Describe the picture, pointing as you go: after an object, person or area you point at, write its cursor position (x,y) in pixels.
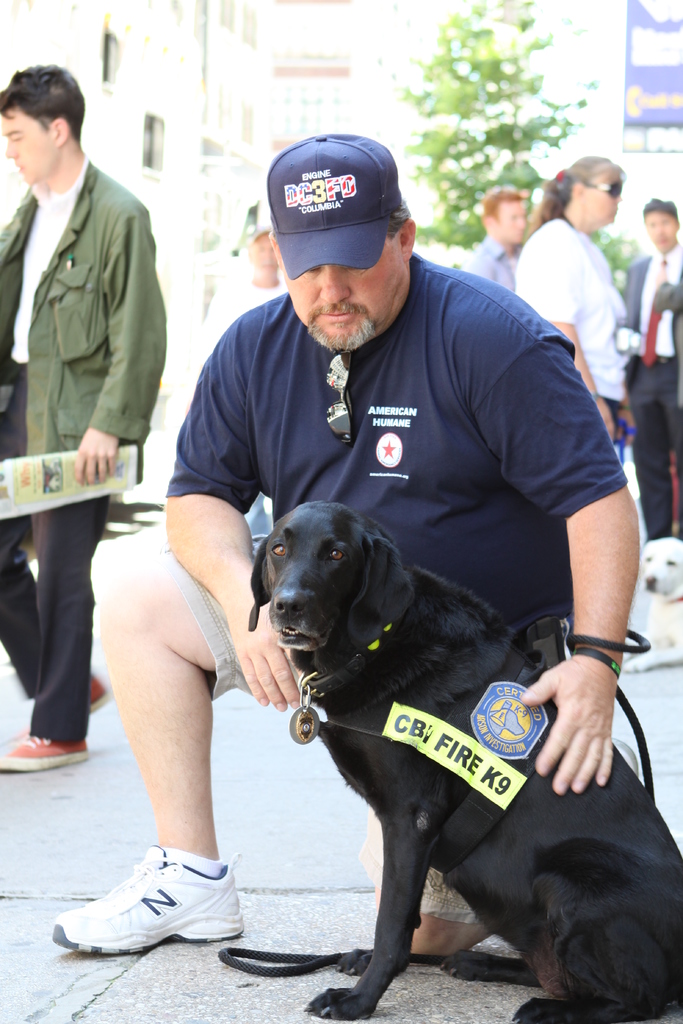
In this image, few peoples (567,287) are standing on the right (622,302). The person (585,423) is holding a dog (474,730). It is in black color. Left side (65,386), a person (34,436) is walking. He hold a news paper (49,485) on his hand (82,473). Middle person (353,424), wear a blue color t shirt (418,348) and blue color cap (372,246) and short (229,643), shoe (181,905).
